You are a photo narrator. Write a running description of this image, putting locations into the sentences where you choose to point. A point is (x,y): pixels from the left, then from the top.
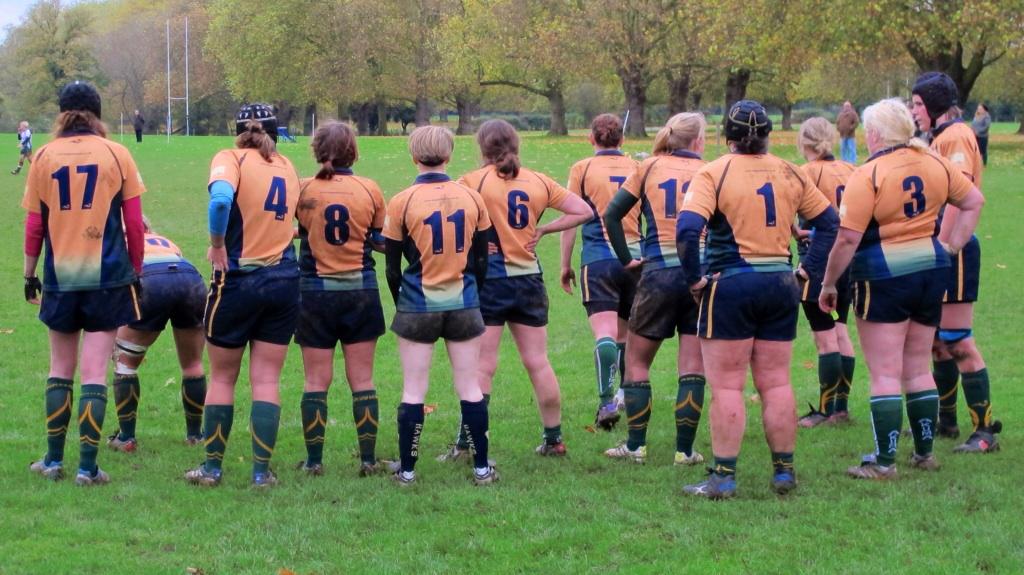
In this image we can see some persons (331,269) wearing similar dress (340,279) and shoes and there are different jersey numbers (60,192) on their T-shirts (500,266) and at the background of the image (524,93) there are some persons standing here and there, there are some trees (391,66).
